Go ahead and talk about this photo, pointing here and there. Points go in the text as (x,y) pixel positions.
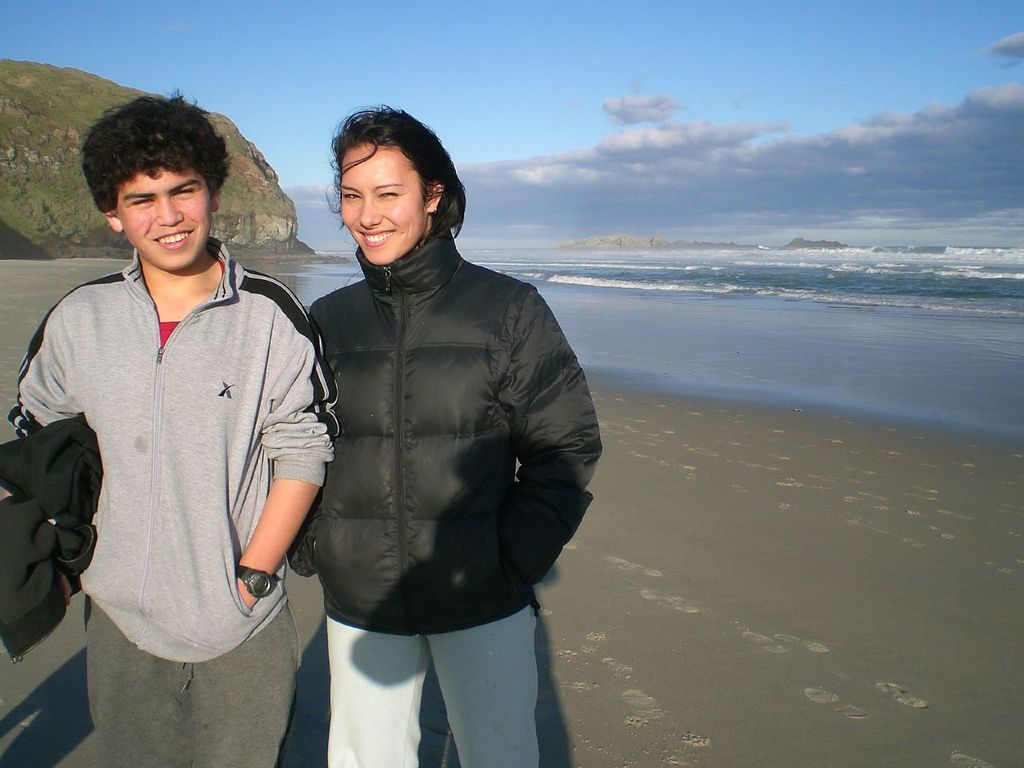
In this image, at the left side (339,314) there are two persons (495,423) standing and they are smiling, at the right side (825,299) there is sea (585,277) and we can see water (766,246), in the background (43,134) there is a mountain (50,129), at the top (533,79) there is a blue color sky (531,70).
